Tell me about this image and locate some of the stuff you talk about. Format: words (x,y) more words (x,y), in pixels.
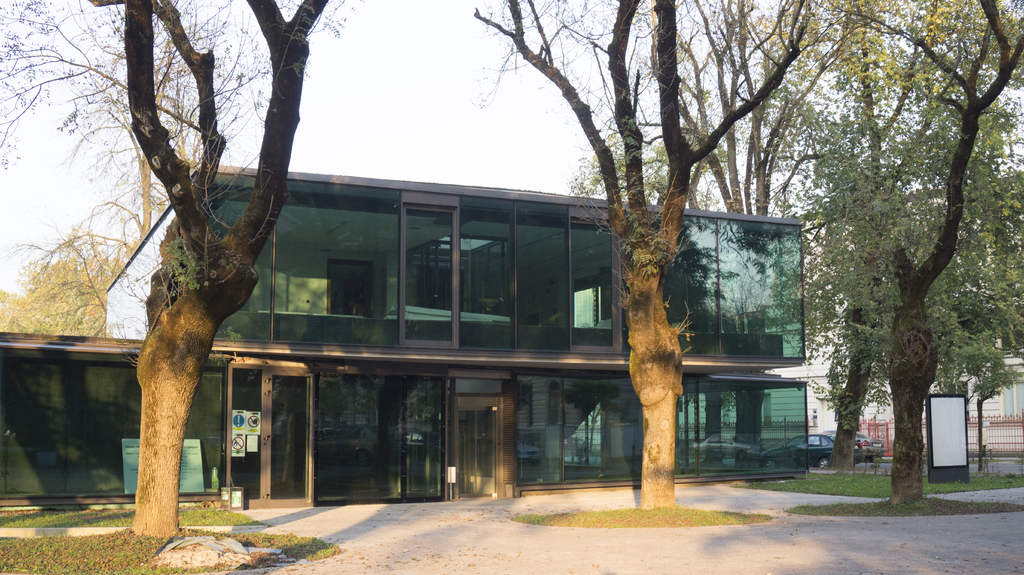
This is grass (255,523) and there are cars (857,455) on the road (865,467). Here we can see boards (236,413), posters (236,413), building (468,412), glasses (770,334), and trees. In the background (478,151) there is sky (441,67).
